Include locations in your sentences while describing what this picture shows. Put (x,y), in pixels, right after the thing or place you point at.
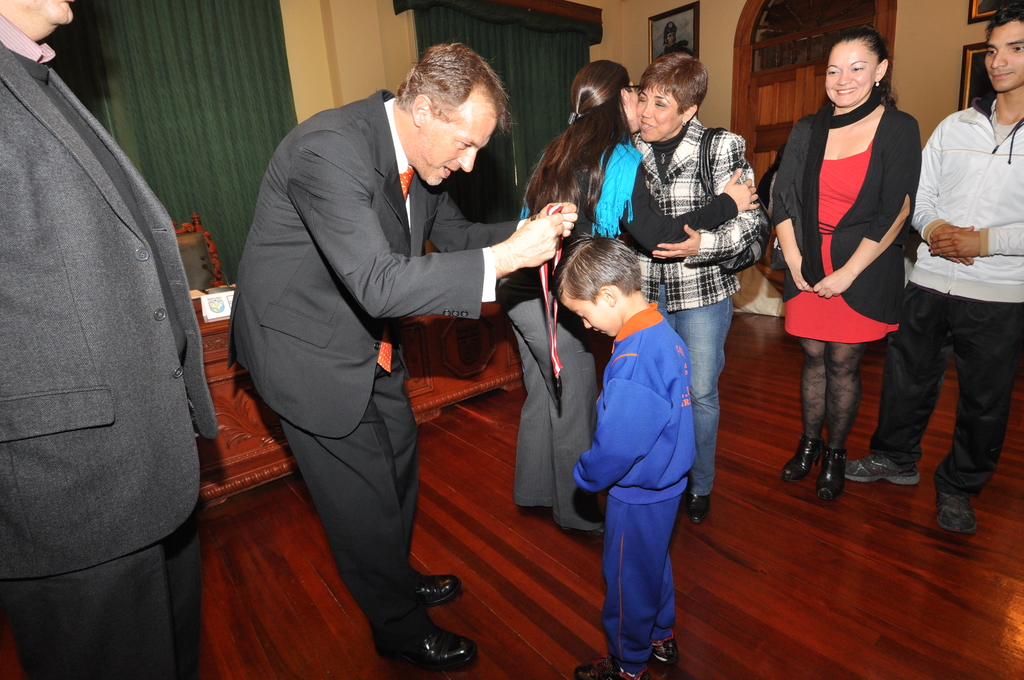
In this image a boy (685,405) wearing a blue jacket (627,398) is standing on the floor (795,579). Few persons (563,155) are standing on the floor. A person (312,310) wearing suit (324,276) and tie (409,174) is holding medal (548,284) in his hand (534,255). Behind him there is a table (225,321) and a chair (203,283). Left side (29,183) there is a person (46,239) wearing a suit (89,260) is standing on the floor (234,637). There are few picture frames (968,45) attached to the wall (708,24). There are few windows (521,51) covered with curtain (526,61).
